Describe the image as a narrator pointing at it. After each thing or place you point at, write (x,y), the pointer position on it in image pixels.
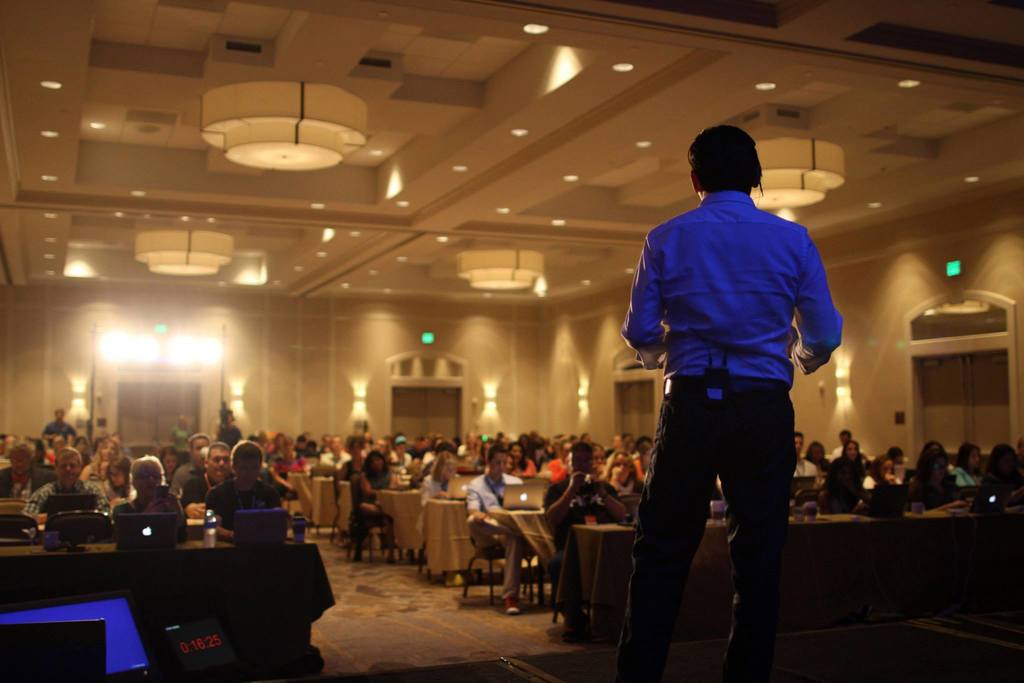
In this picture there is a man (660,674) who is standing on the right side of the image (773,378) and there are lights (493,250) at the top side of the image (394,170), there are many people (23,439) in the center of the image (507,445), those who are sitting on the chairs (69,530) around the tables (408,520) and tables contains laptops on it.
